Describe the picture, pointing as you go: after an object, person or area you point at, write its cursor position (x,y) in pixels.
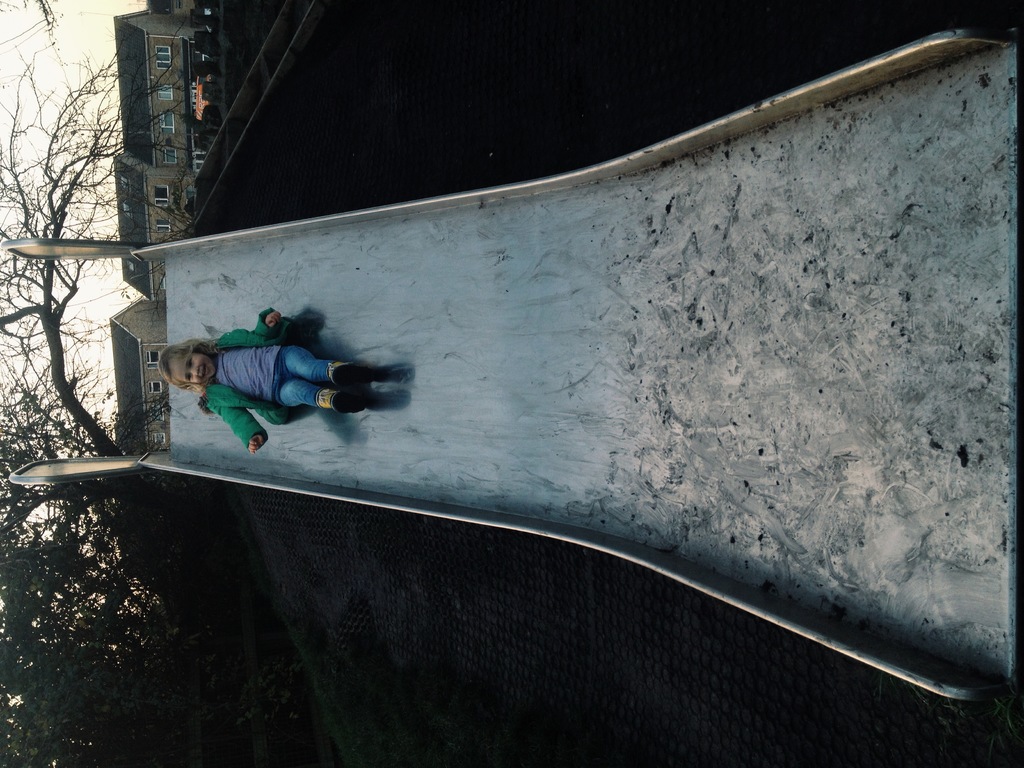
In this image we can see a girl (251,331) on the slide (420,344). In the background of the image (126,297) there are houses (167,63), trees (55,508) and sky (9,15).
